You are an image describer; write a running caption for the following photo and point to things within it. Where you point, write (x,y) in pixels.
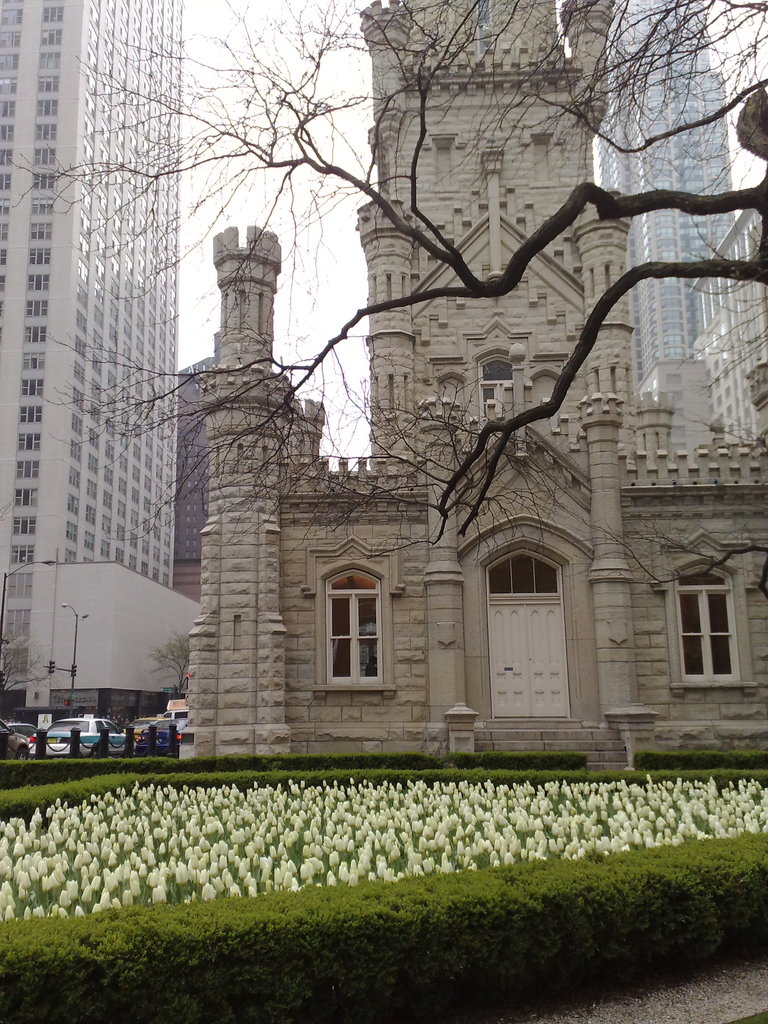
The picture is taken outside a city. In the foreground of the picture (334,862) there are flowers (226,801) and plants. In the center of the picture (401,554) there are buildings (560,479), skyscrapers (718,347), cars (94,722), trees (163,661) and street lights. Sky (315,257) is cloudy.
